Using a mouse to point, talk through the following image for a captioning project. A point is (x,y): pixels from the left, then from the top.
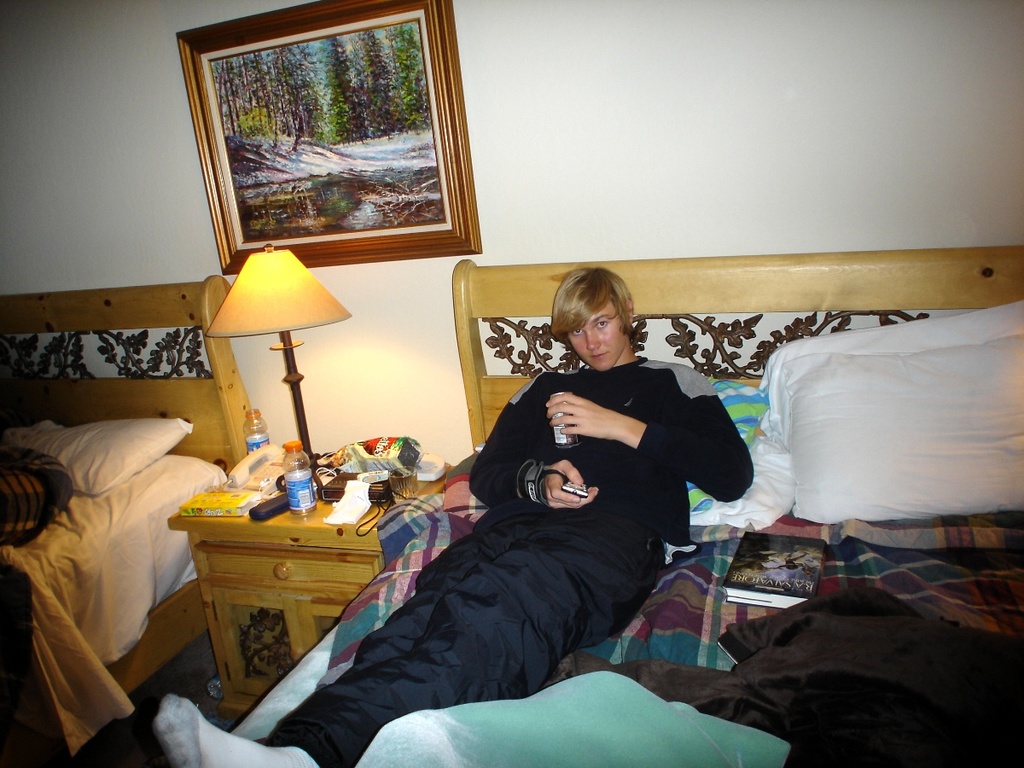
In this image I see 2 beds (945,728) and on this bed (1006,752) I see this man (592,474) lying here and he is holding a can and there is a book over here, I can also see there are few things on the table (371,539) and I see a lamp (246,280). In the background (123,244) I see the wall (7,34) and the photo frame (260,236).
